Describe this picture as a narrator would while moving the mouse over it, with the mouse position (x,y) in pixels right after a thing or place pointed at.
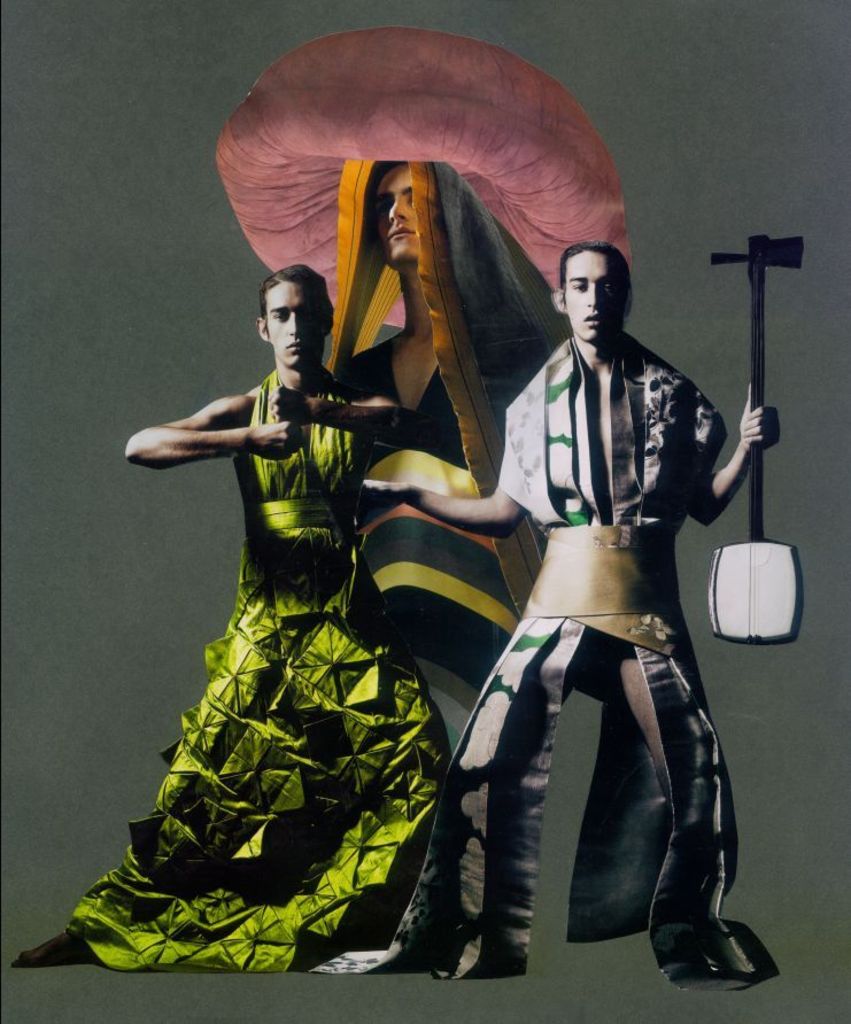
In this image we can see two men (494,717) standing on the surface (259,991) wearing the costumes (606,801). In that a man (601,733) is holding a tool (731,594). On the backside (533,375) we can see the picture (533,362) of a person (445,352) on a wall (16,746).
